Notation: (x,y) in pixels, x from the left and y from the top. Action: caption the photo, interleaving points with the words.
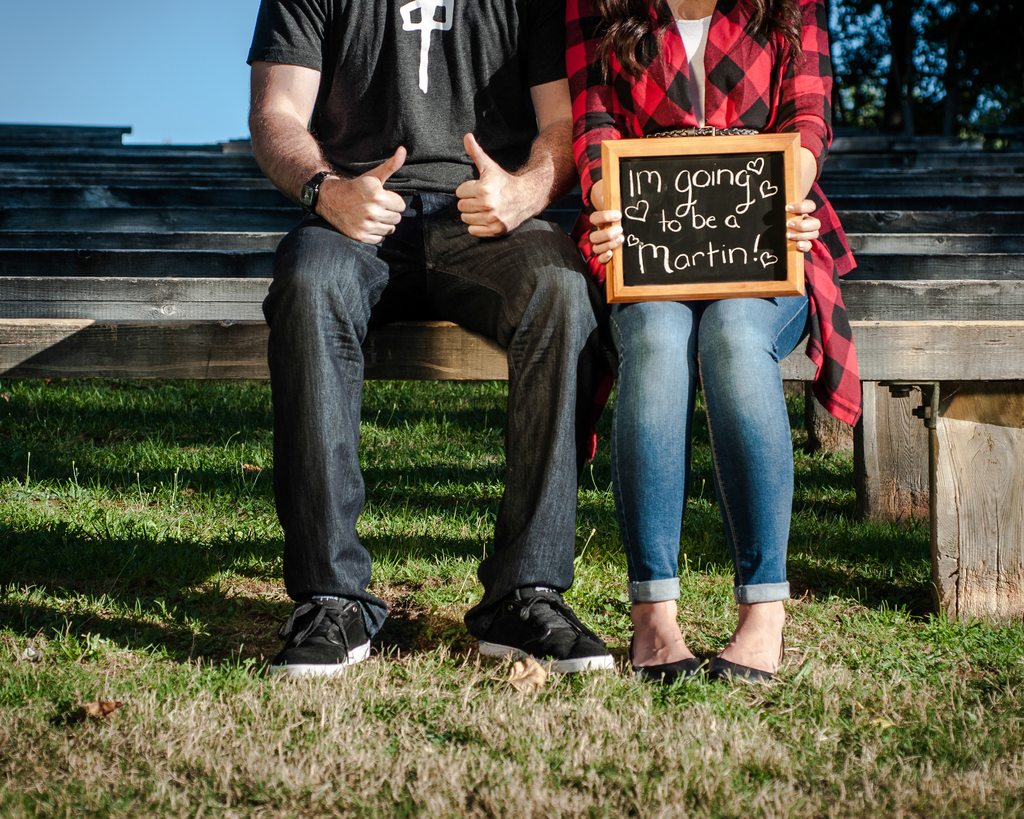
In this image we can see man (512,398) and a lady (696,357) sitting on the bench (127,327). We can see a lady (653,124) holding a slate (706,209) in her hand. In the background (917,66) there are trees (890,80) and sky (187,127). At the bottom (428,752) there is grass (368,683).
